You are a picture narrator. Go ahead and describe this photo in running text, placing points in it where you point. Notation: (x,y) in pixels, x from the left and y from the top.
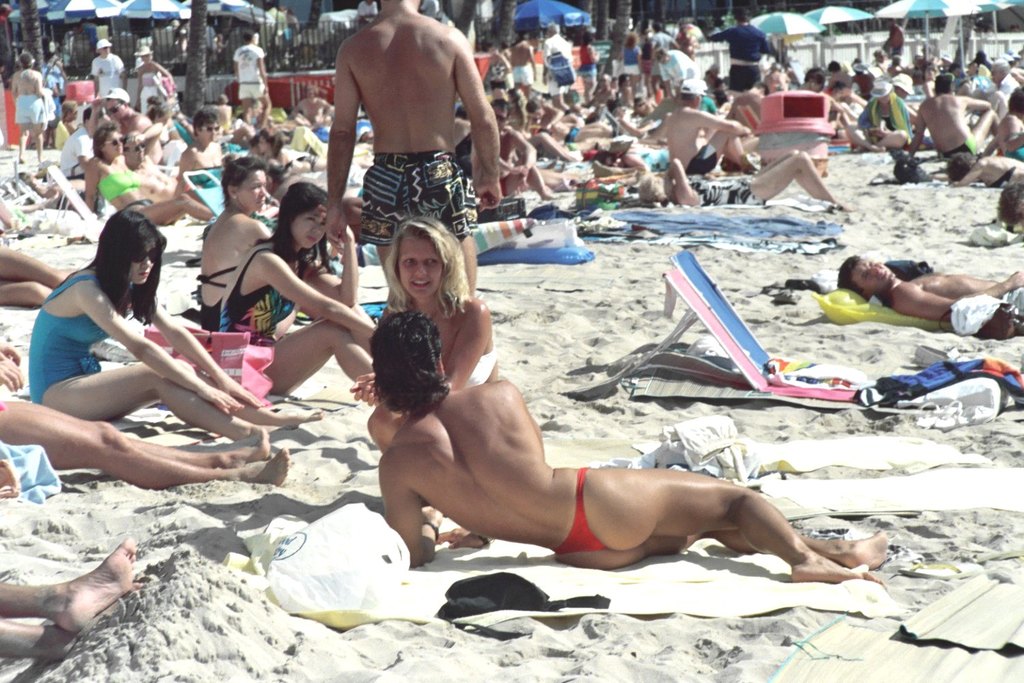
This picture shows few people (453,240) seated and few are laying on the ground (509,269) and we see few of them standing and few are walking and we see umbrellas (523,19) and trees (198,45).
